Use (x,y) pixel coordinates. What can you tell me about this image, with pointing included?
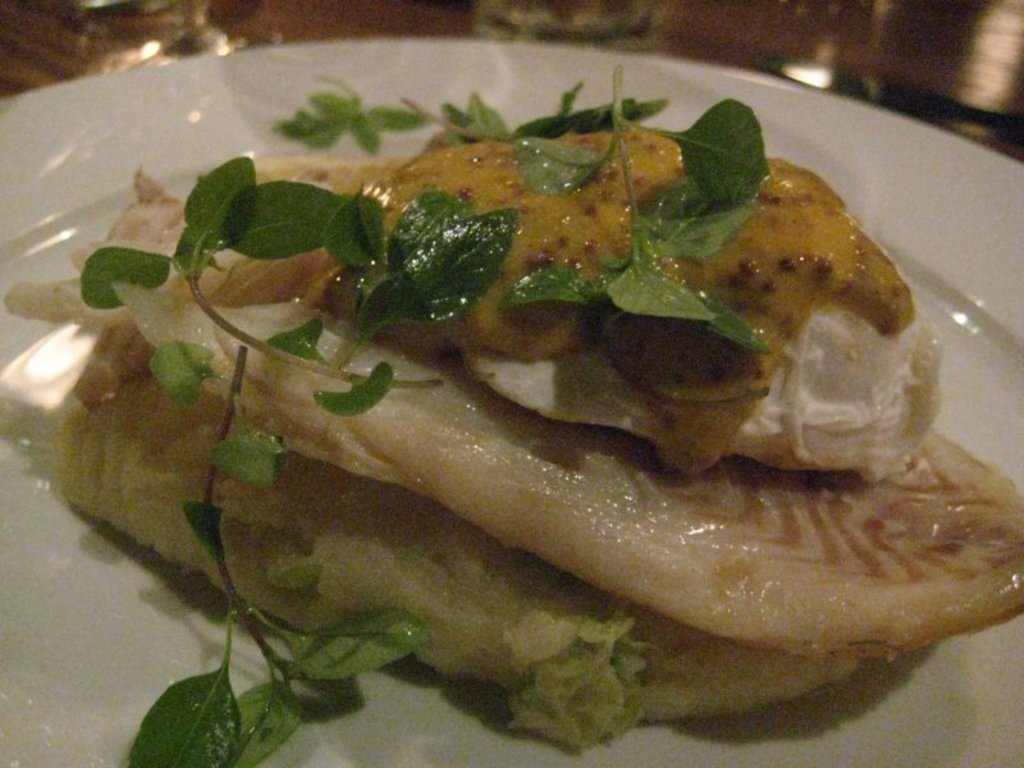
In this picture I can see a white color plate (960,254) on which there is food (297,287) which is of white and brown color and I can see leaves (701,170) on it.
